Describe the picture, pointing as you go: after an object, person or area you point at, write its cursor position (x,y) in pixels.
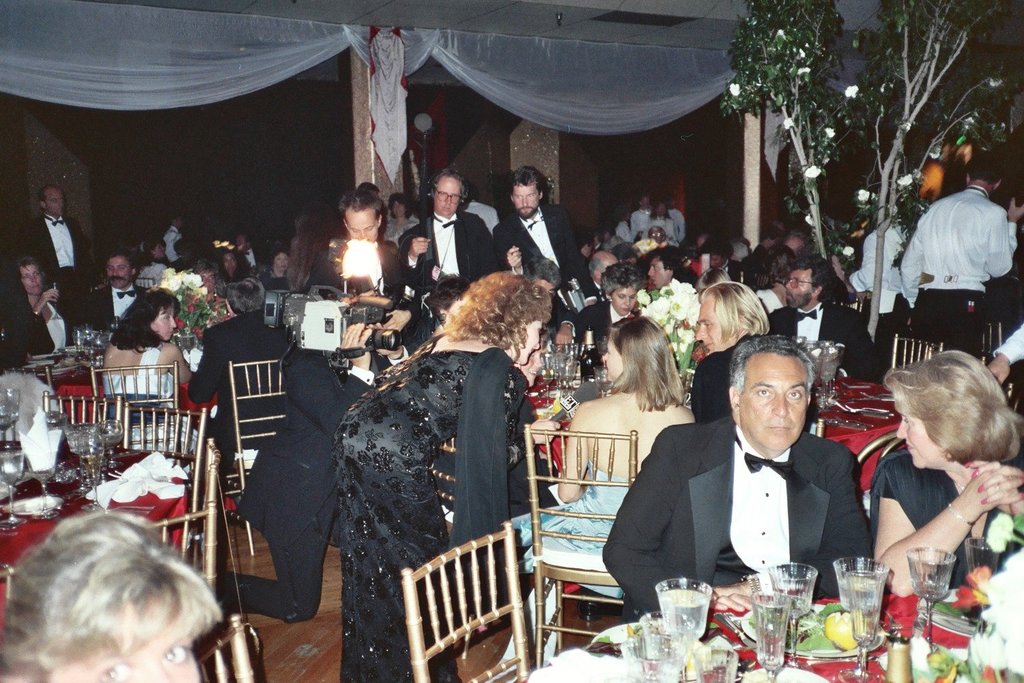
In this image we can see some group of persons (44,604) standing and some are sitting on chairs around table (1,530) and there are some food items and drinks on table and there are some persons (308,416) holding cameras (389,331) in their hands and in the background of the image (225,87) there is a tree (761,1) and curtain (596,110).
